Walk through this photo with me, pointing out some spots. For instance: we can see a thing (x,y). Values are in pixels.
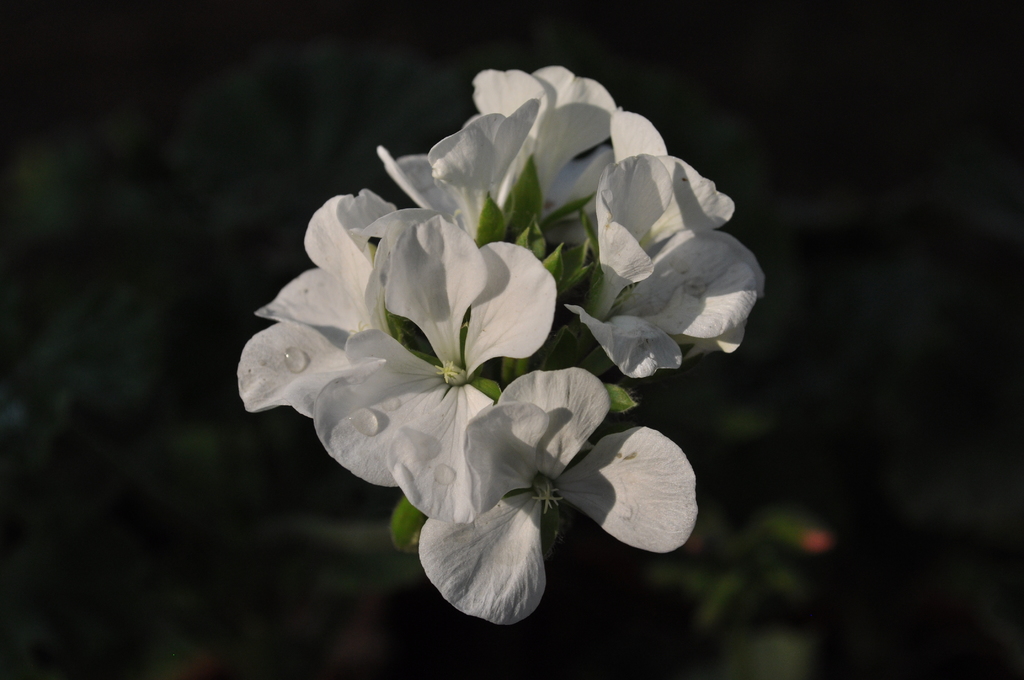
There are water drops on the white color flowers (351,339) of a plant (495,340). And the background (84,272) is dark in color.
